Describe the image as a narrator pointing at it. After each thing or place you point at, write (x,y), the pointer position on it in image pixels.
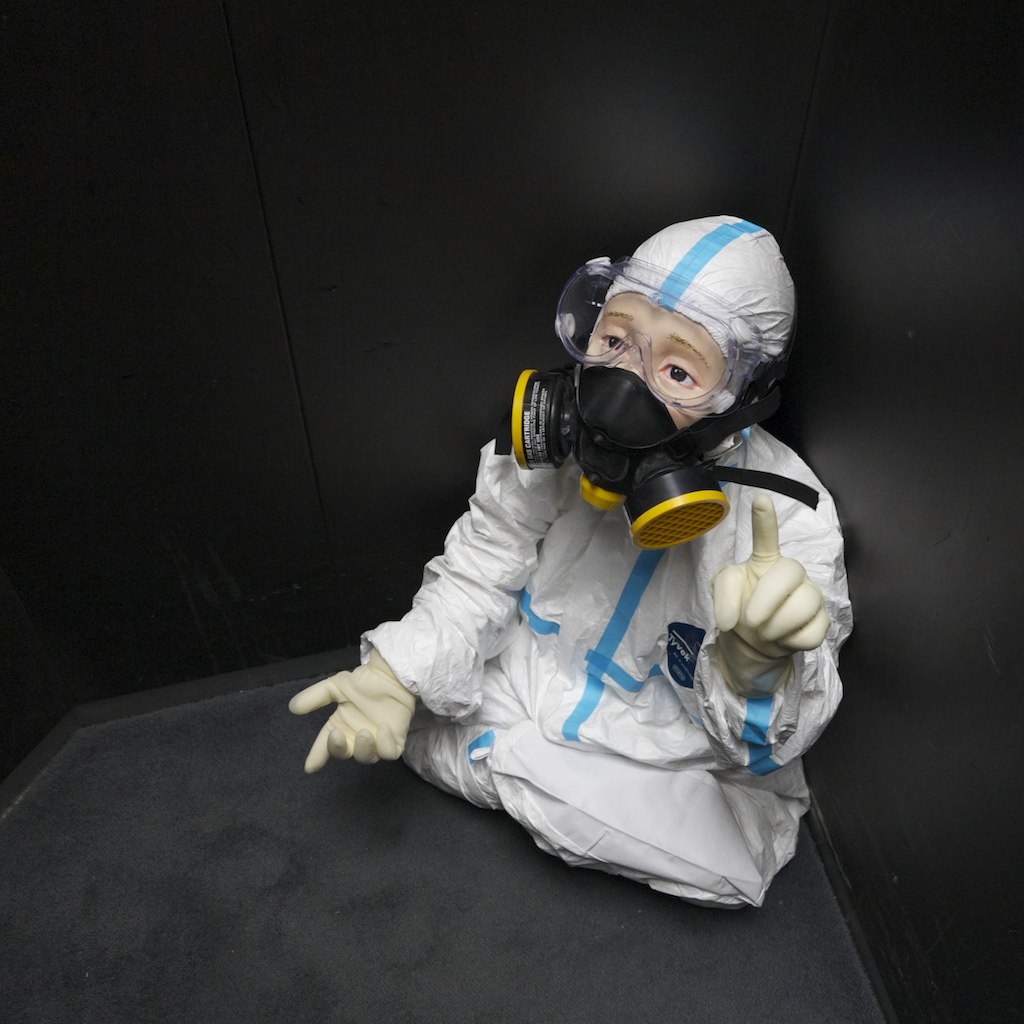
In this picture, we see a boy (641,673) in the white jacket (738,549) is sitting on the floor (497,864). He is wearing a gas mask (572,374) which is in black color. At the bottom (129,879), we see a floor (430,877) in black color. In the background (863,331), we see a black wall (855,421).
